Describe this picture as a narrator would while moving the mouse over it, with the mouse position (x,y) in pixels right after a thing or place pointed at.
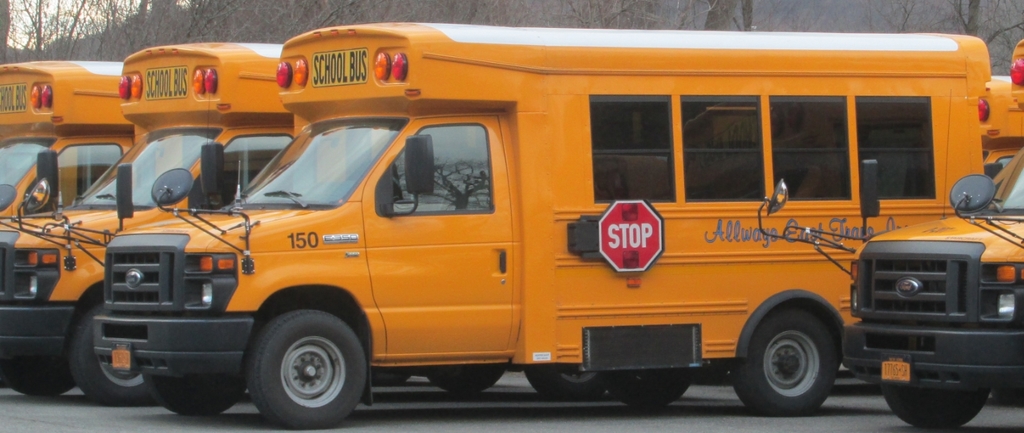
In this image I can see few vehicles (626,190) and they are in orange color. In the background (275,6) I can see few dried trees (121,22) and the sky (50,5) is in white color.
